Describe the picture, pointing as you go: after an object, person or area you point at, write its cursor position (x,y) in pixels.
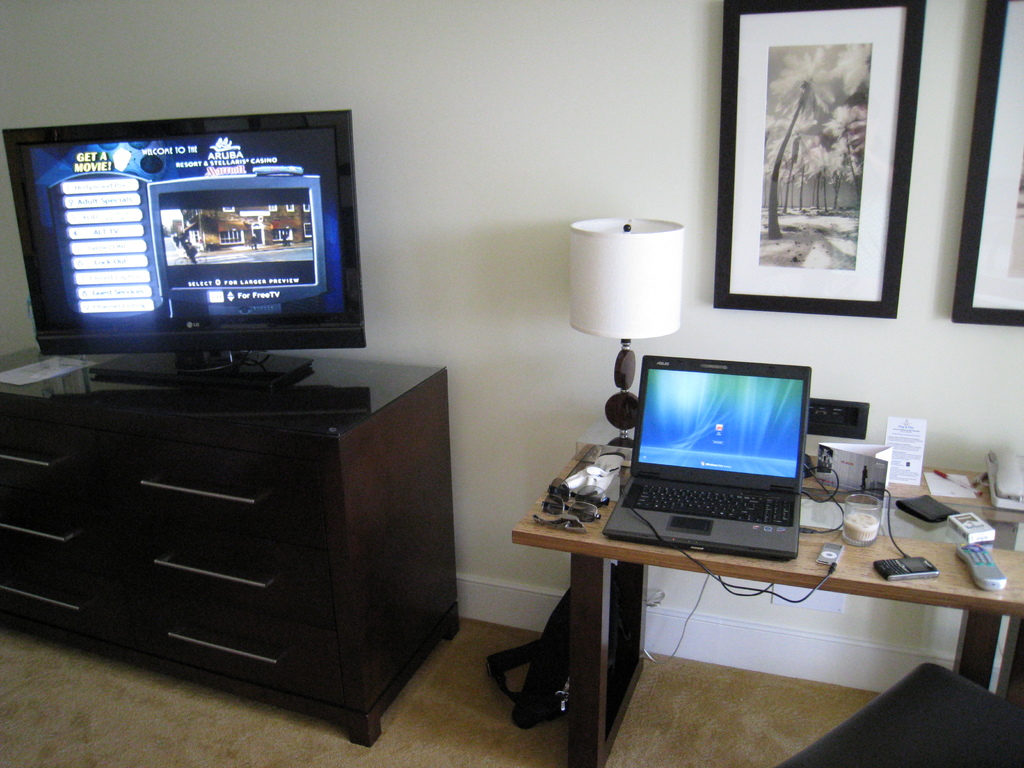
In this image, there is an inside view of a room (425,86). There is TV (147,263) on the TV cabinet (167,399) which is on the left of the image (134,243). There is an another table (549,544) in the bottom right of the image (869,573). This table (845,576) contains laptop (675,529), glass (865,513), remote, purse (936,516), telephone (1003,460), sunglasses (572,515) and lamp (622,281). There are photo frames (1007,195) in the top right of the image (779,231).
